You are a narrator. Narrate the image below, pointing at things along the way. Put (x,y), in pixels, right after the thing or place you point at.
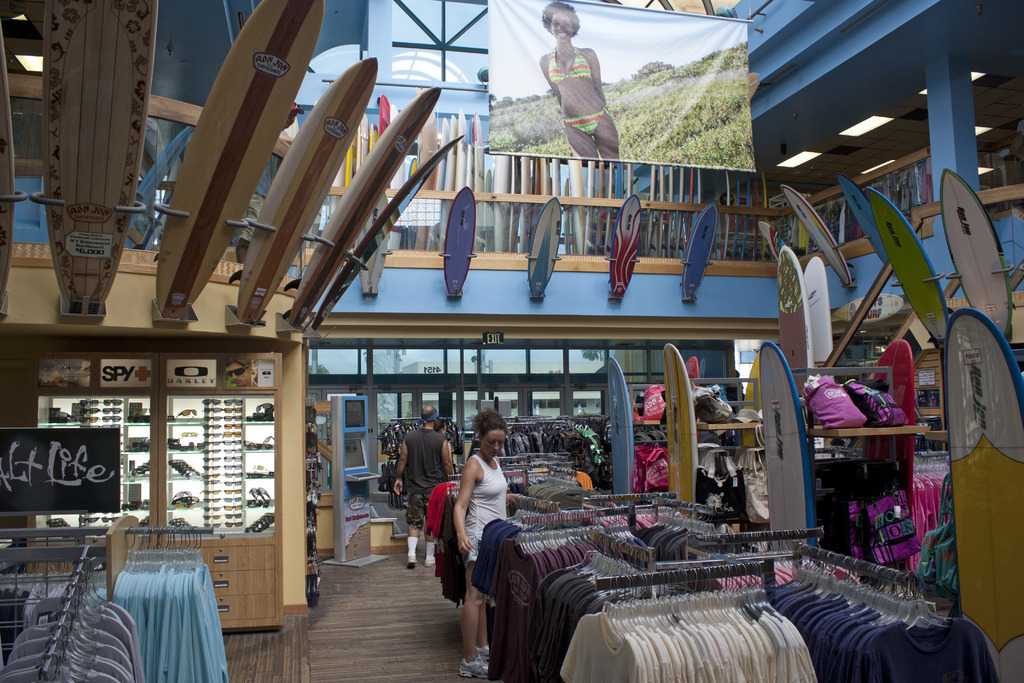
In this picture we can see surfboards (334,252), clothes (37,605), racks (639,585), banners (579,14), lights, pillar (961,132), goggles (225,506) and some persons (416,508) standing on the floor (331,624).
